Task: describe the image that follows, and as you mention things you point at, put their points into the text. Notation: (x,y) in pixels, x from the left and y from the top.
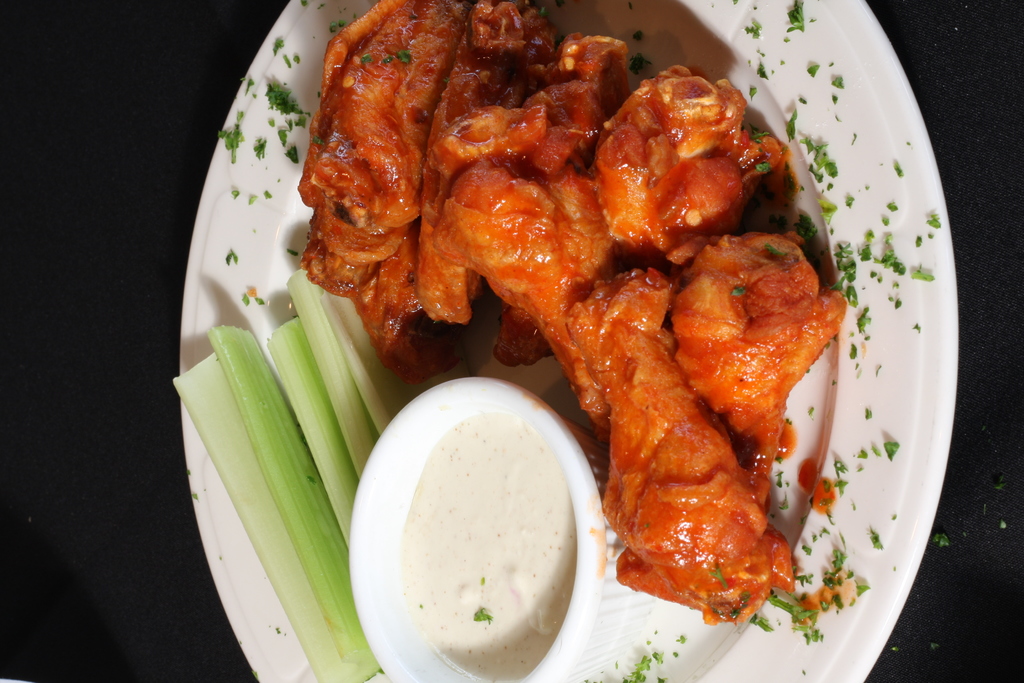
In this image I can see food (596,190) which is in red, green, and white color in the plate (271,253) and the plate (235,226) is in white color, and I can see dark background (34,44).
